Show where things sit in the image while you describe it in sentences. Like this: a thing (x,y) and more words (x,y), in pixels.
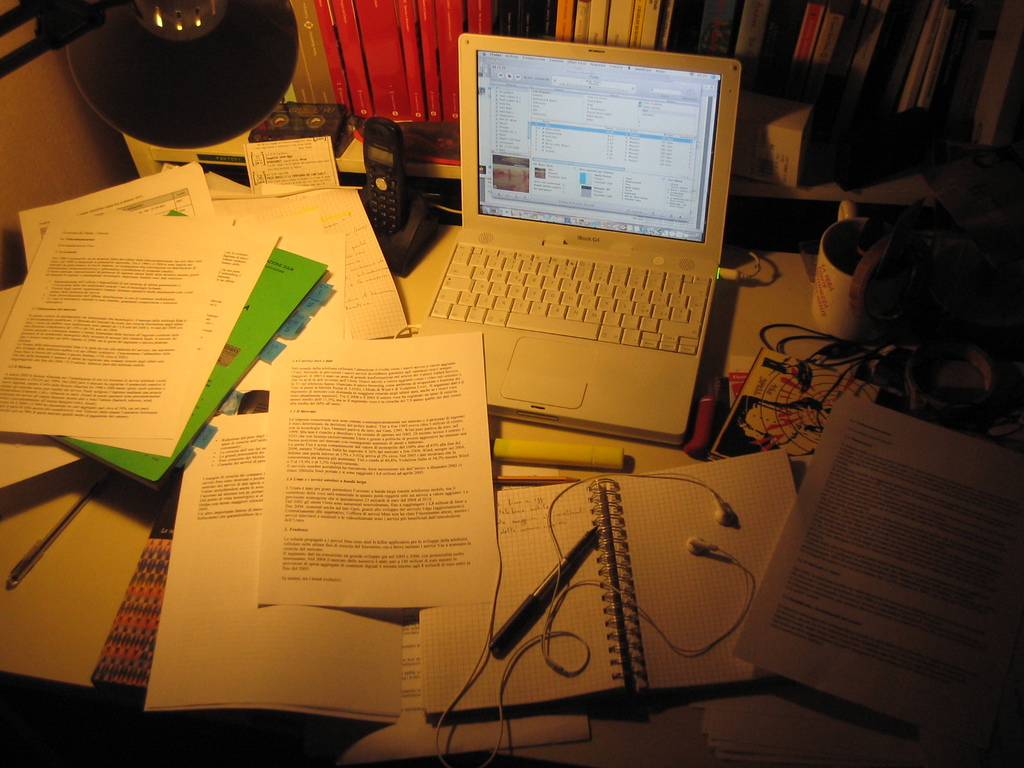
There are papers (410,414), wires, laptop (587,136) and other items (809,445) in the foreground area of the image (486,255), it seems like a lamp (259,111) at the top side (135,8) and books (672,22) in the background (952,46).
